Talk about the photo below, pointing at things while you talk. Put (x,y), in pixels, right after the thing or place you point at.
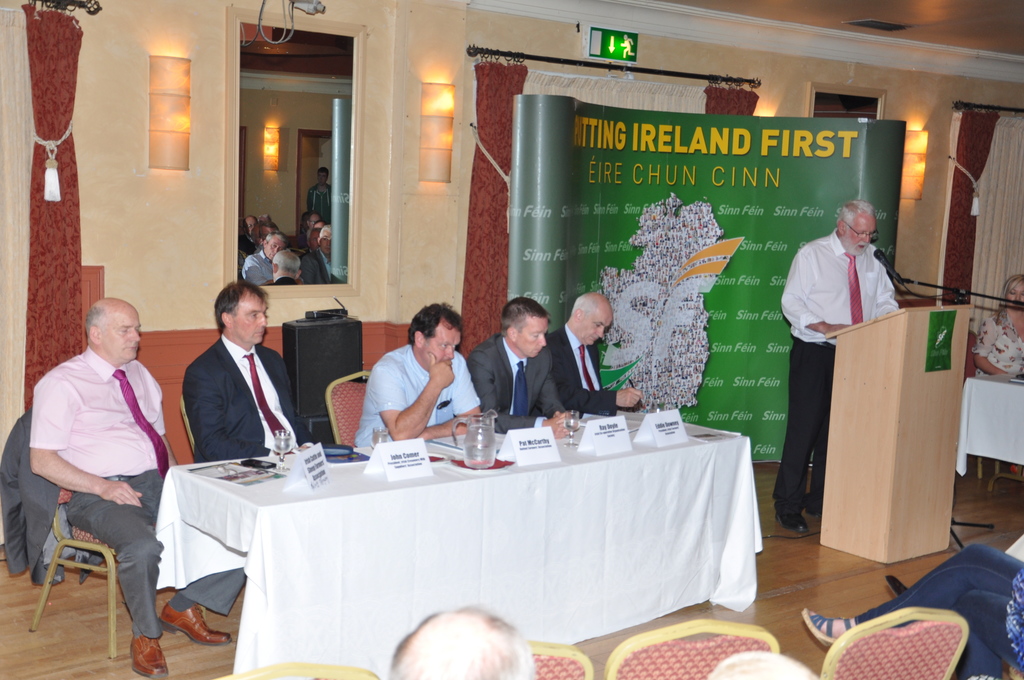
In this picture there are five people (190,392) sitting on the chair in front of the desk (214,535) on which there are some name plates (528,446) and Jug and a person (792,354) standing behind the wooden desk (860,441).
